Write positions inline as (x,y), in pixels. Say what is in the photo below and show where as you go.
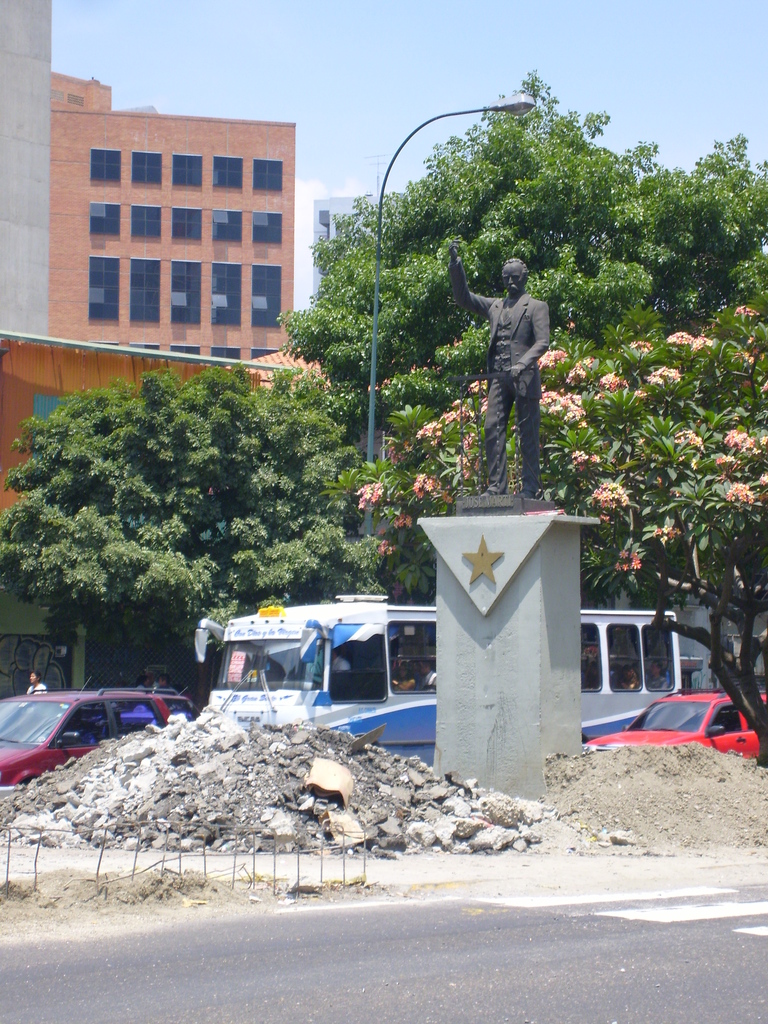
In this picture we can see the road (533,910), person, statue (516,308), vehicles (711,713), stones (371,805), rods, trees (420,600), buildings (55,657) and in the background (409,151) we can see the sky (476,50).
